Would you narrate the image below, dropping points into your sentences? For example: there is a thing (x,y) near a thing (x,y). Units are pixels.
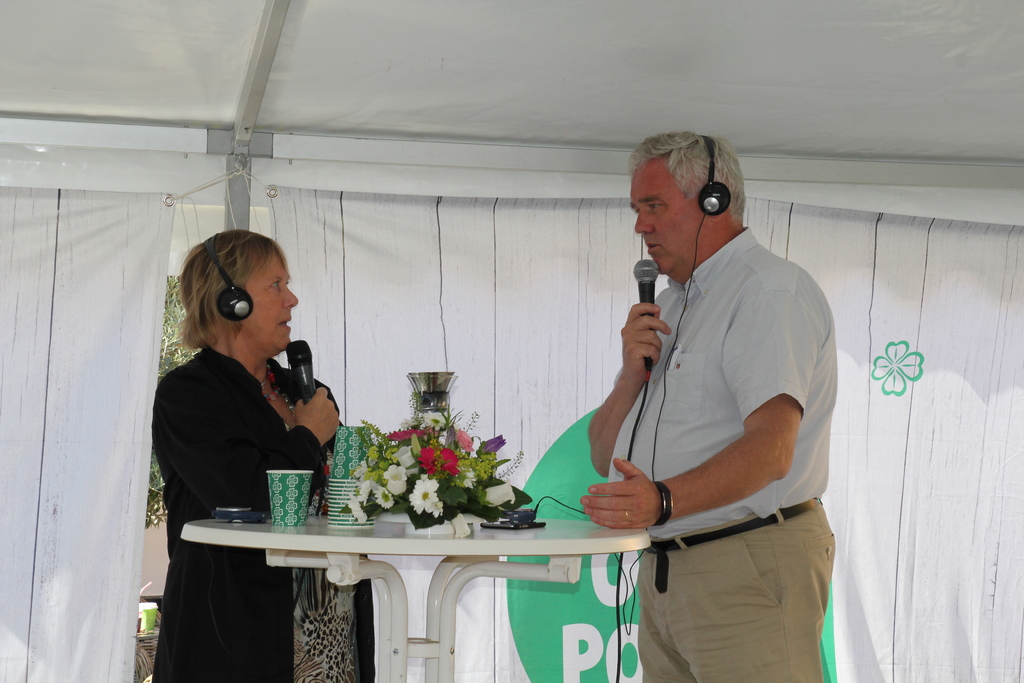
In this image i can see a man (750,458) wearing a white shirt (727,367) and beige pant (720,596) and a woman (252,554) wearing black outfit (233,455) standing in front of a table (545,529), i can see both of them are wearing headsets (246,306) and holding microphones (648,282) in their hands (320,397). On the table (327,519) i can see few cups (307,477) and few flower (424,481). In the background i can see the tent (459,239) and few trees (170,348).
